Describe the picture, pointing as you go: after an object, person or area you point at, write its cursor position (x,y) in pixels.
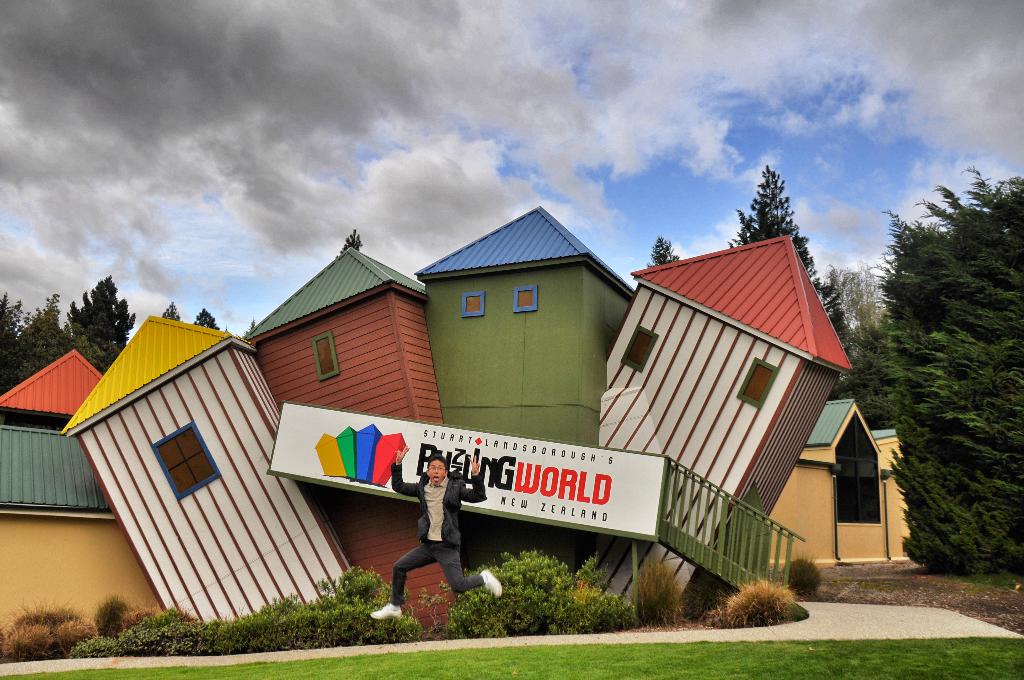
In this image we can see a man (441,488) is jumping. He is wearing a shirt (442,497), black coat (453,507), black pant (448,560) and white shoes (484,576). Behind the man (426,544), we can see a colorful hut shaped house (529,380) with one board (553,493). Behind it, we can see trees (955,293). The sky (715,228) is covered with clouds (853,72). At the bottom of the image (578,649), we can see plants (656,594) and grassy land (520,664).
